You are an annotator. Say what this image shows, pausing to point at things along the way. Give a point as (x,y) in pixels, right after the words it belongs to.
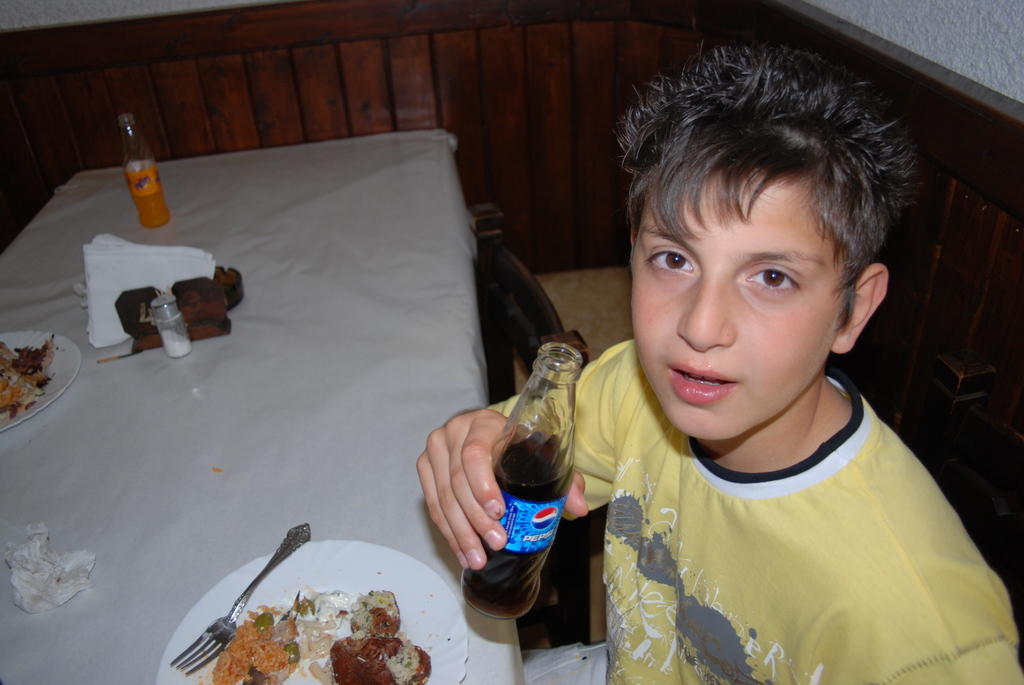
Bottom right side of the image (797,561) a boy (876,244) is sitting and holding a bottle (520,433). Behind him there is a wall (976,160). Bottom left side of the image (155,615) there is a table (376,198) on the table (176,219) there is a plate (303,593), fork (270,560) and there are some tissue papers (172,272) and there are some bottles (151,203).
